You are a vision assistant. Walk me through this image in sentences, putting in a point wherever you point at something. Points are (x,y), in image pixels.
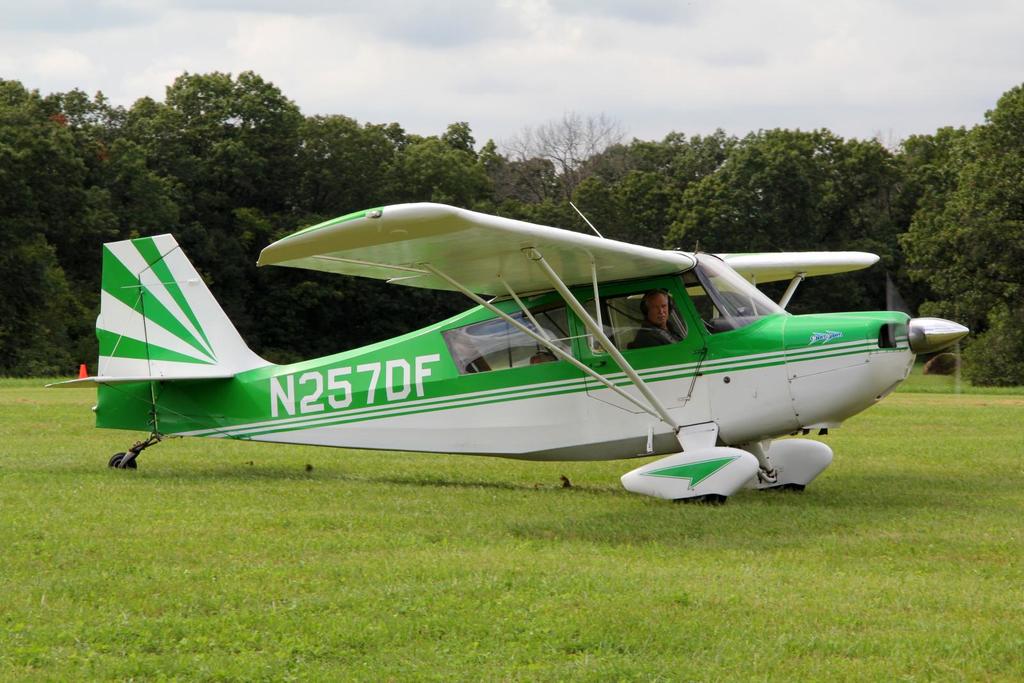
In this picture we can see an airplane (608,365), there is a person (652,330) sitting in the airplane (711,345), at the bottom (721,567) there is grass (718,542), in the background (761,236) we can see trees (638,185), there is the sky (703,80) at the top of the picture (688,51).
